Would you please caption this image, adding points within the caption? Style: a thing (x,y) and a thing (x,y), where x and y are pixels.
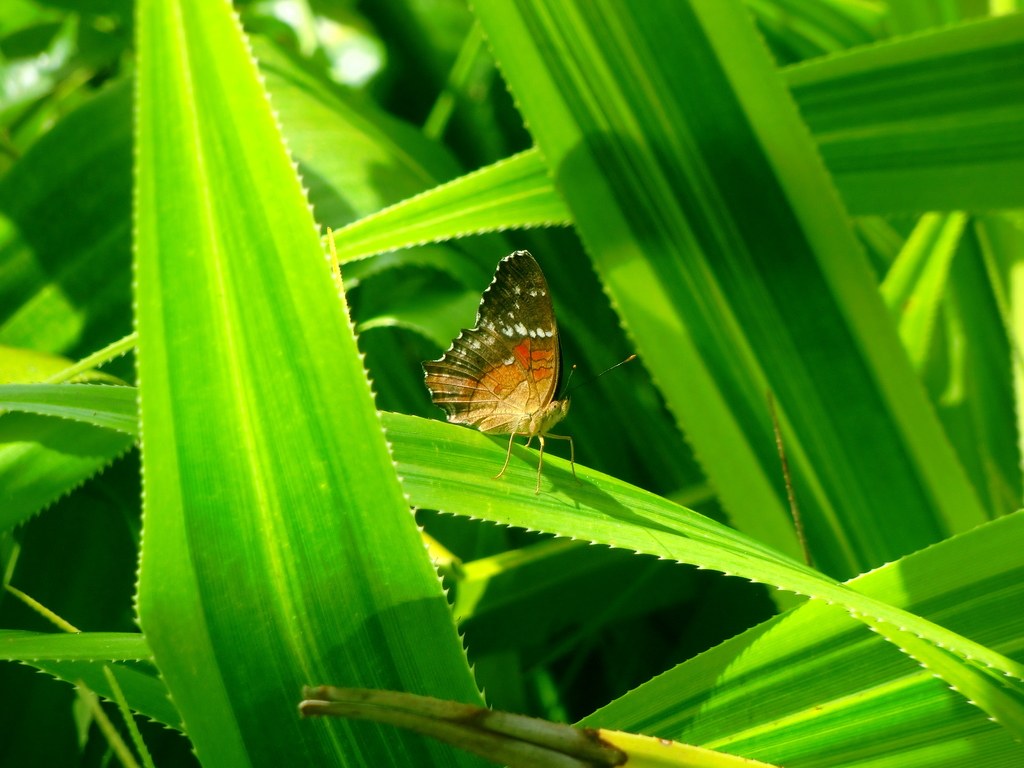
In this image I can see a butterfly (496,400) on a leaf (500,446). Here I can see plants (506,441).
